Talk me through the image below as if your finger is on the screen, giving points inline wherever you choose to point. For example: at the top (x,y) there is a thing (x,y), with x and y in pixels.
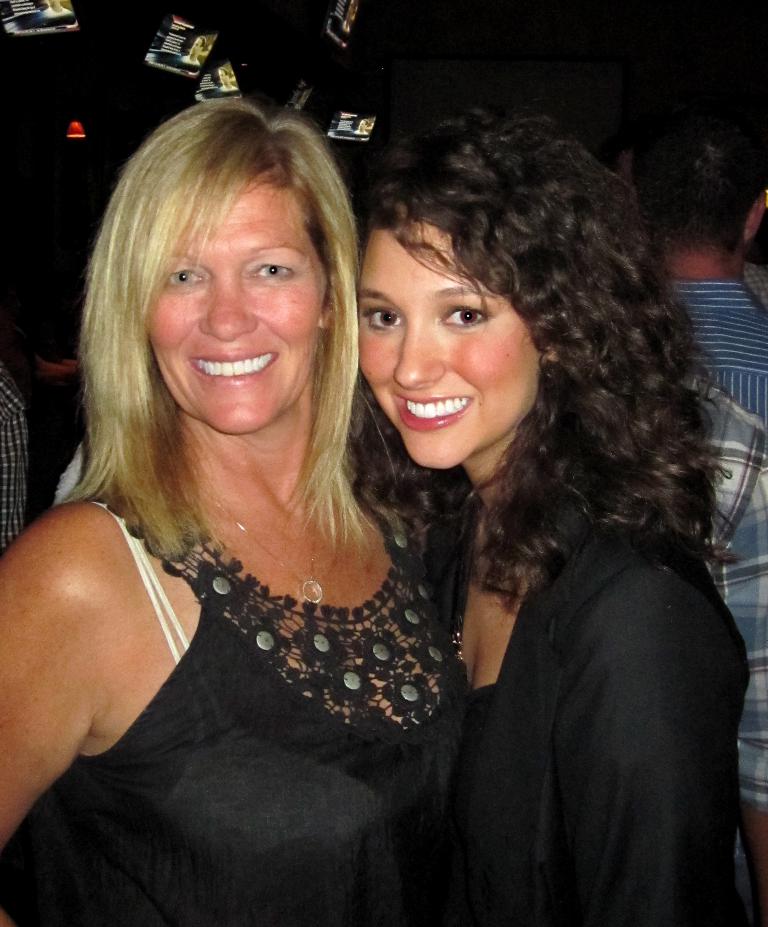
In this image there are people (459,613) standing, in the background (189,85) it is dark.
